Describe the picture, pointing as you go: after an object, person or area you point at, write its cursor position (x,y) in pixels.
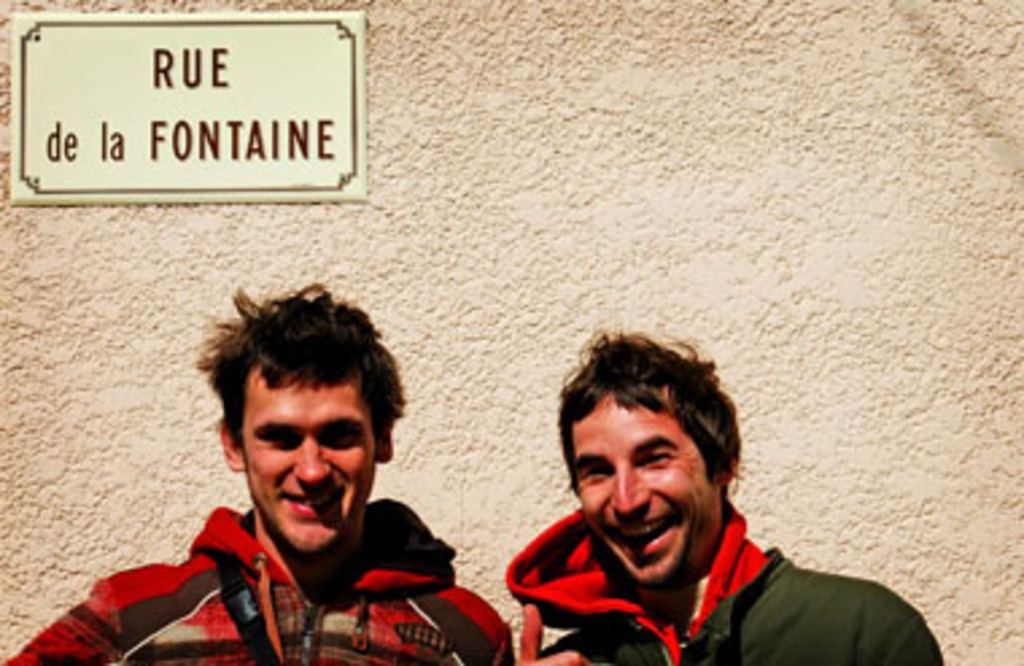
In this image I can see two persons (334,495), the person (811,616) at right (773,613) wearing green and red color dress (731,551) and the person (268,581) at left (282,570) wearing black and red color dress (271,576). Background (473,232) I can see a board (70,170) attached to the wall (551,192) and the wall (595,189) is in white color.
